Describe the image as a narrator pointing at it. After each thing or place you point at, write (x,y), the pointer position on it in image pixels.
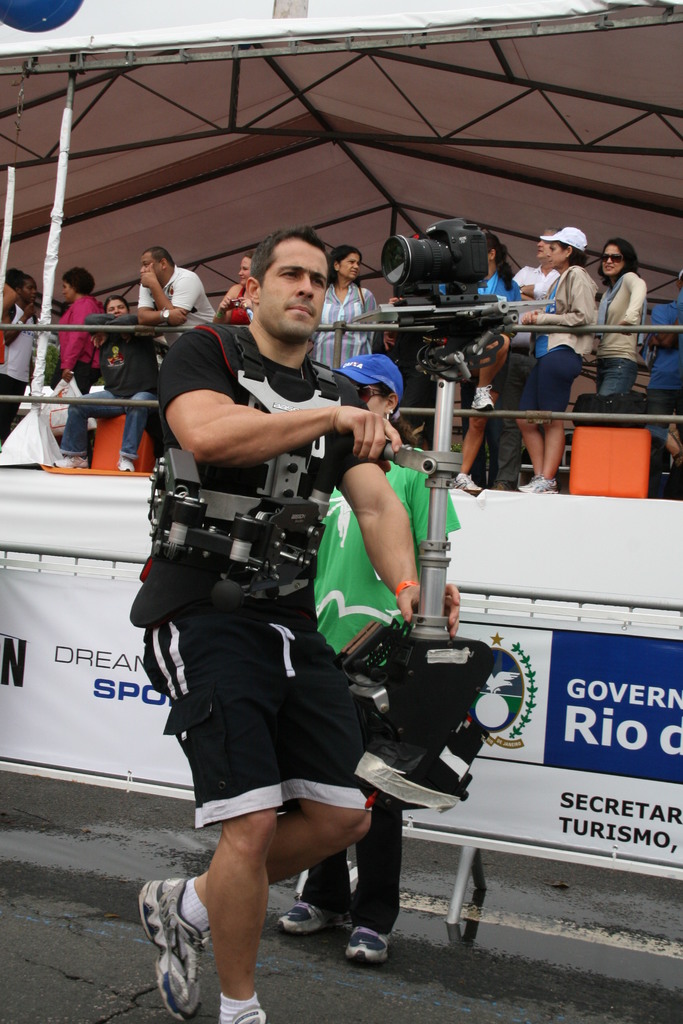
In this picture I can see a man (164,920) standing and holding the stand (448,458) with the camera (420,261) on it, there are banners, barriers (586,854), iron rods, there are group of people (80,274) standing, a person (77,451) sitting on the stool (107,433).
